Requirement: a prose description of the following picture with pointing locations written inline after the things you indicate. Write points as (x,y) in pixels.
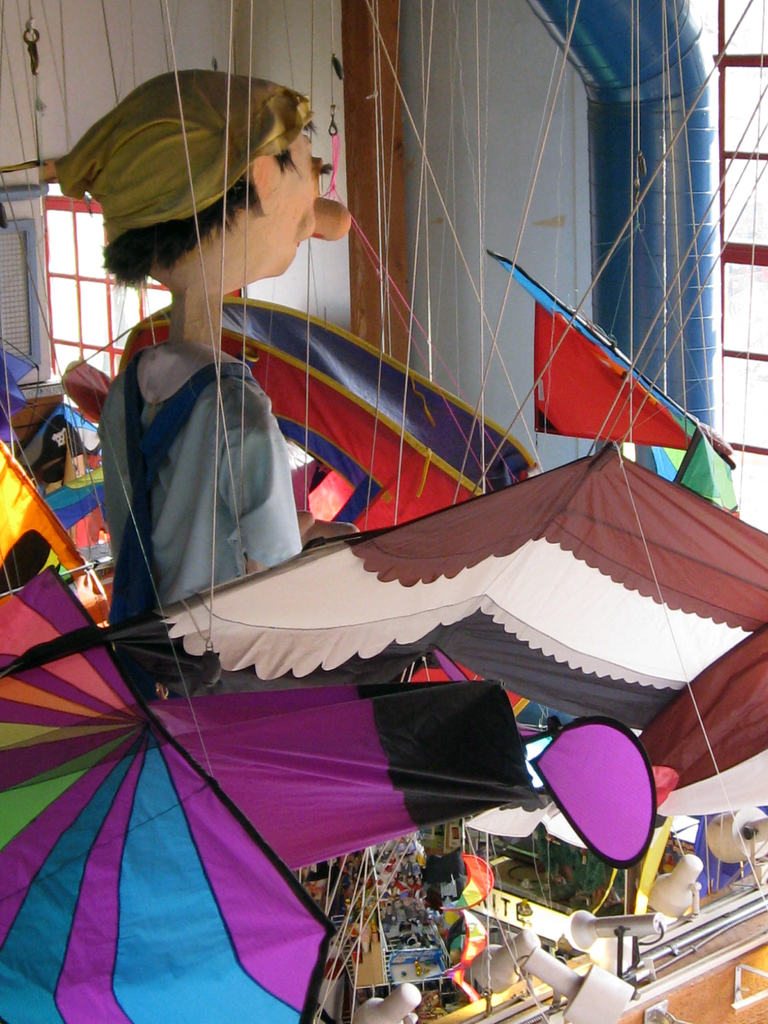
In this image I can see the toy (183,461). To the side of the toy (238,527) I can see many kites (381,812). To the left (95,296) I can see the window (95,296). To the right (588,976) I can see the pipe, boards (551,914), lights (491,957).
